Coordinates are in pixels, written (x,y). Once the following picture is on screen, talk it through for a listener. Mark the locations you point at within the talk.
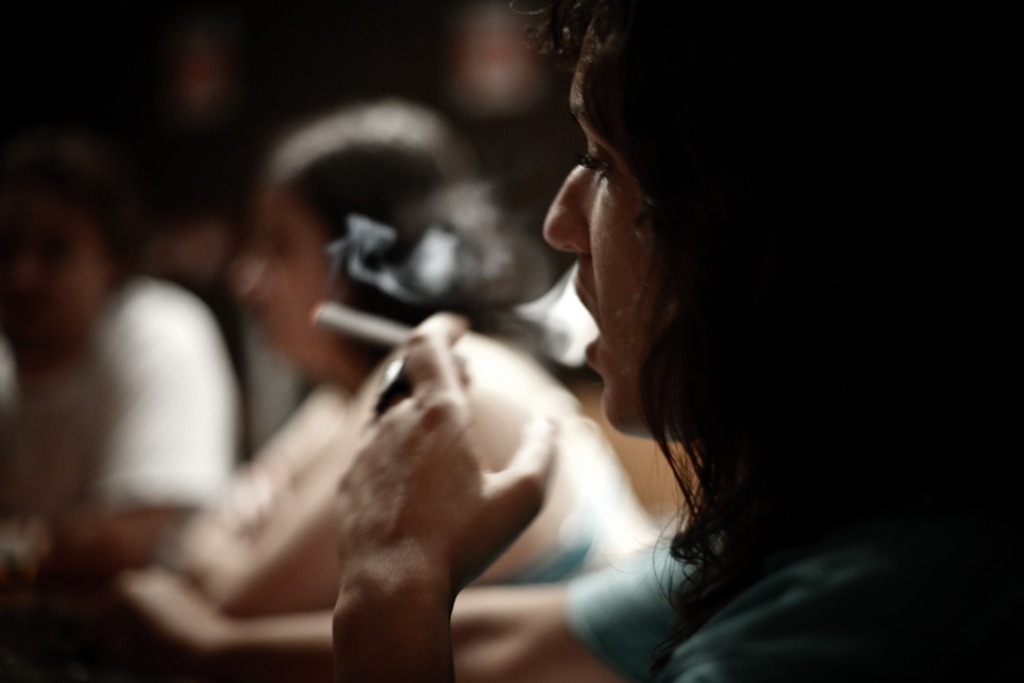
In this picture there is a person (735,542) with green t-shirt (888,580) is smoking. At the back (299,146) there are group of people (111,435) and the image is blurry.
